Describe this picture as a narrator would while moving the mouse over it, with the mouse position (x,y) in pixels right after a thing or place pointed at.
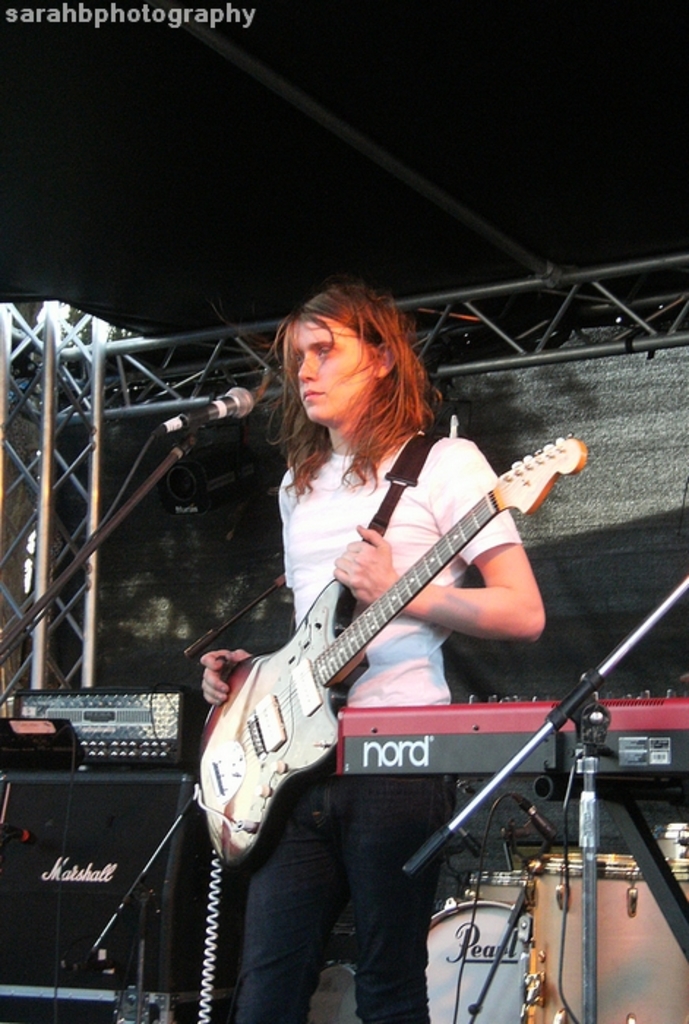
In this image we can see a woman (491,541) standing in front of a mike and holding a guitar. Here we can see musical instruments (478,975), poles (2,395), and rods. There is a dark background (592,604). At the top of the image (24,20) we can see some text (217,13).
